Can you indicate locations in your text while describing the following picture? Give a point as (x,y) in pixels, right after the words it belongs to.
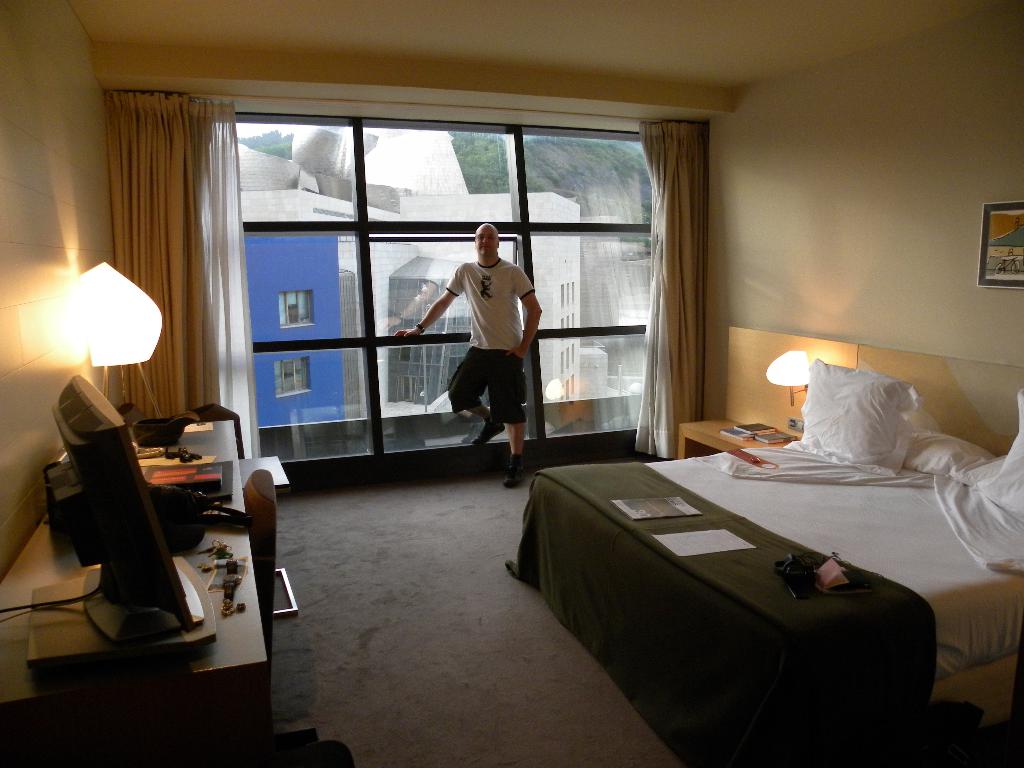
This image is inside a room (943,388). There is a bed (705,591) with pillows (985,468), table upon which there is a television (138,500) and etc. On the right side of the image (1018,214) we can see a photo frame (1004,215) on the wall (943,216). In the background of the image (505,305) there is a man (508,328) standing at the glass windows (559,260). These are the curtains (167,221) and buildings (297,274).
